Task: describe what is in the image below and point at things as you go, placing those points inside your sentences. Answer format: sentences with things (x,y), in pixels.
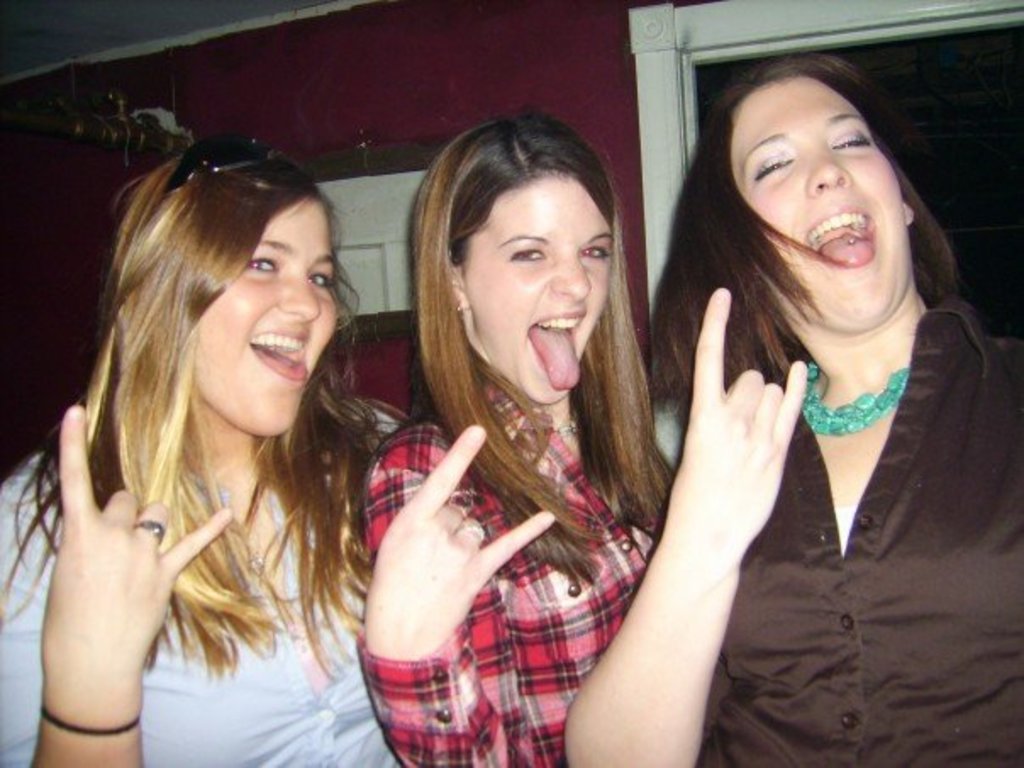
In this picture we can see three women (466,148) standing. There is a wall (353,7) in the background (69,226).
